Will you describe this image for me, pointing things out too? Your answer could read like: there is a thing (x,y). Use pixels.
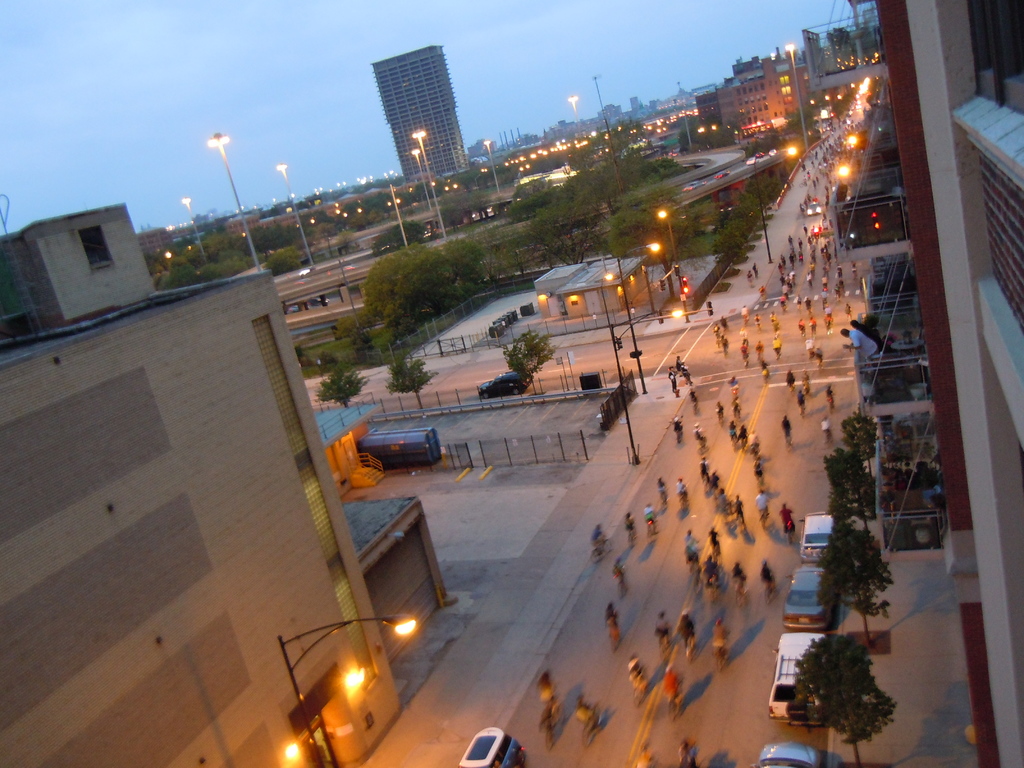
In this image we can see group of people (734,435) riding bicycles (710,586) on the road (703,683) and group of vehicles (790,611) is parked on the road (765,389). To the right side of the image (866,351) we can see two persons (877,344) standing and a building (847,78) with metal railings (865,52). To the left side of the image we can see a light pole (279,640). In the background (363,316), we can see a group of buildings (611,301), trees (599,200), fence (510,453), poles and the sky (300,88).
